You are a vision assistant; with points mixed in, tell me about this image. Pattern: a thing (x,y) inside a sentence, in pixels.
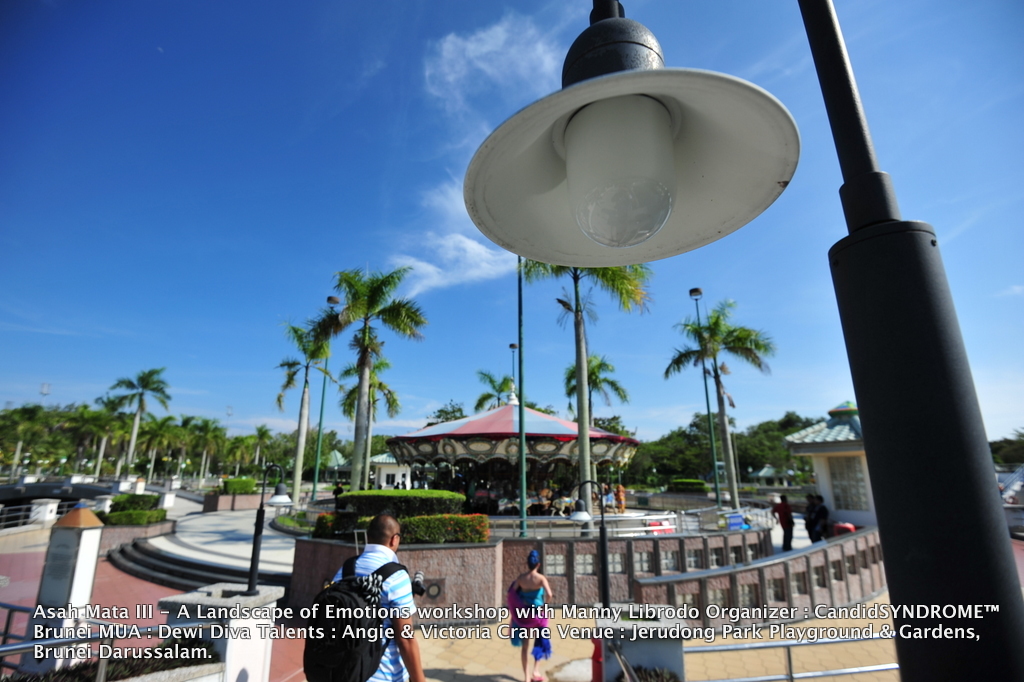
In this image we can see two persons (384,664) standing on the ground (431,626). One person (391,612) wearing black bag (349,641). In the background (865,510), we can see a carousel (593,461), building (839,468), group of poles (894,468) and sky (469,296).
